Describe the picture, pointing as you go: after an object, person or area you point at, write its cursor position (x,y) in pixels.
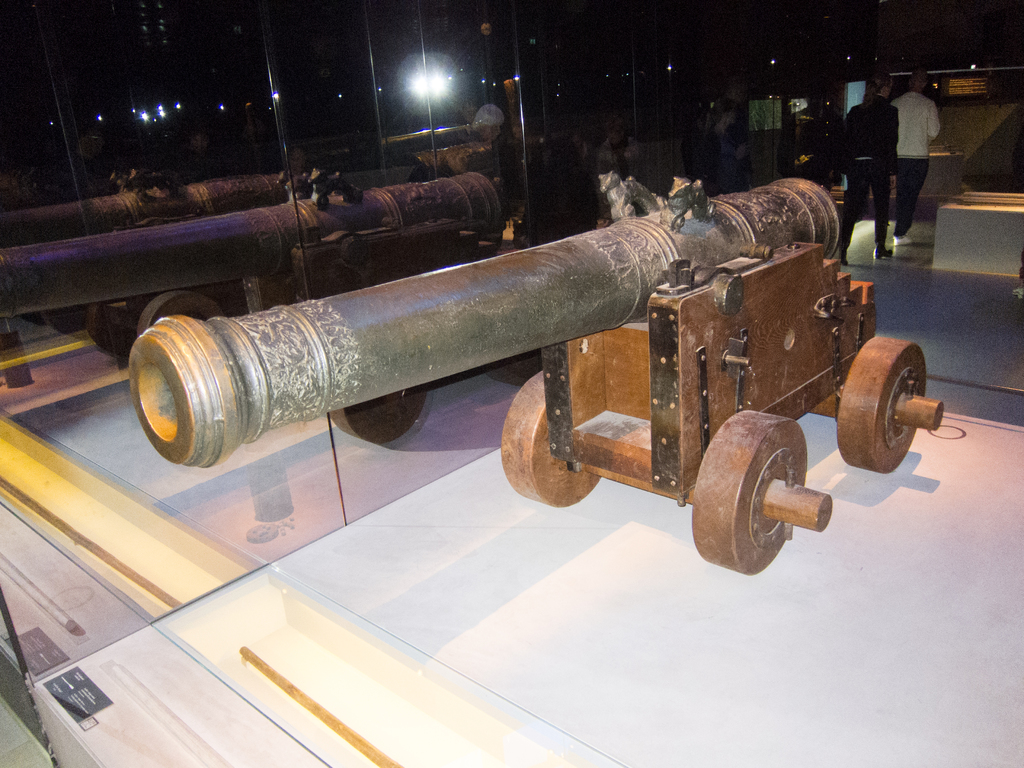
In the center of the image (631,403) we can see a cannon (654,390) which is placed on the surface (610,609). We can also see a mirror (653,182), some lights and two people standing on the floor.
